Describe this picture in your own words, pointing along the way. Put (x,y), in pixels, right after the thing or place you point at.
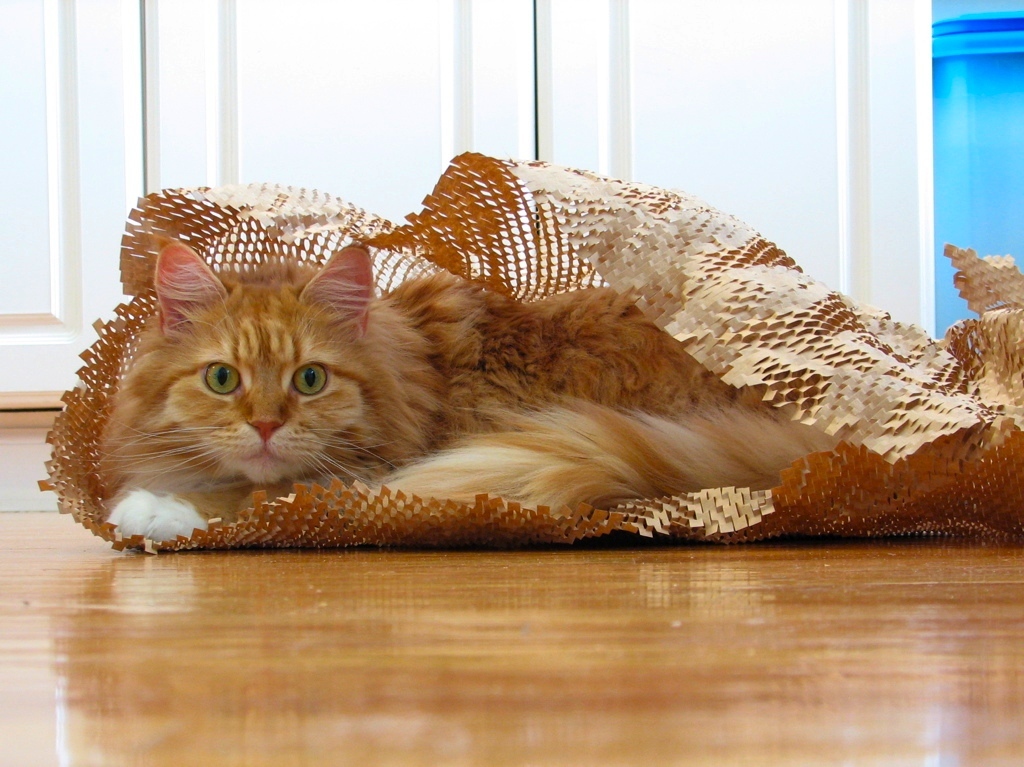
In this picture we can see a cat (560,450) is lying on a paper (872,462), at the bottom (532,692) there is floor (566,677), we can see a door (249,134) in the background (204,54).
